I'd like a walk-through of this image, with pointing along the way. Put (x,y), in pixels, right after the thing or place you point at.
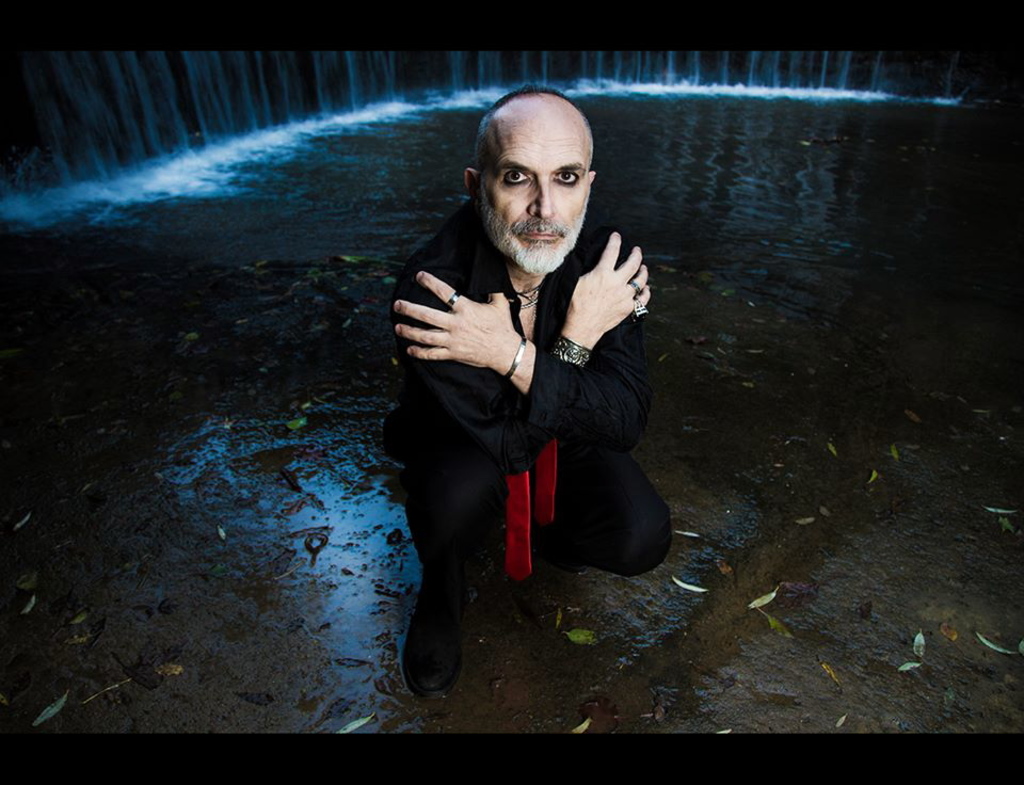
In this picture we can see a man (614,357), wearing black shirt (534,425), sitting on the ground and looking at the camera. Behind we can see lake water (344,116) and a small waterfall (312,89).
